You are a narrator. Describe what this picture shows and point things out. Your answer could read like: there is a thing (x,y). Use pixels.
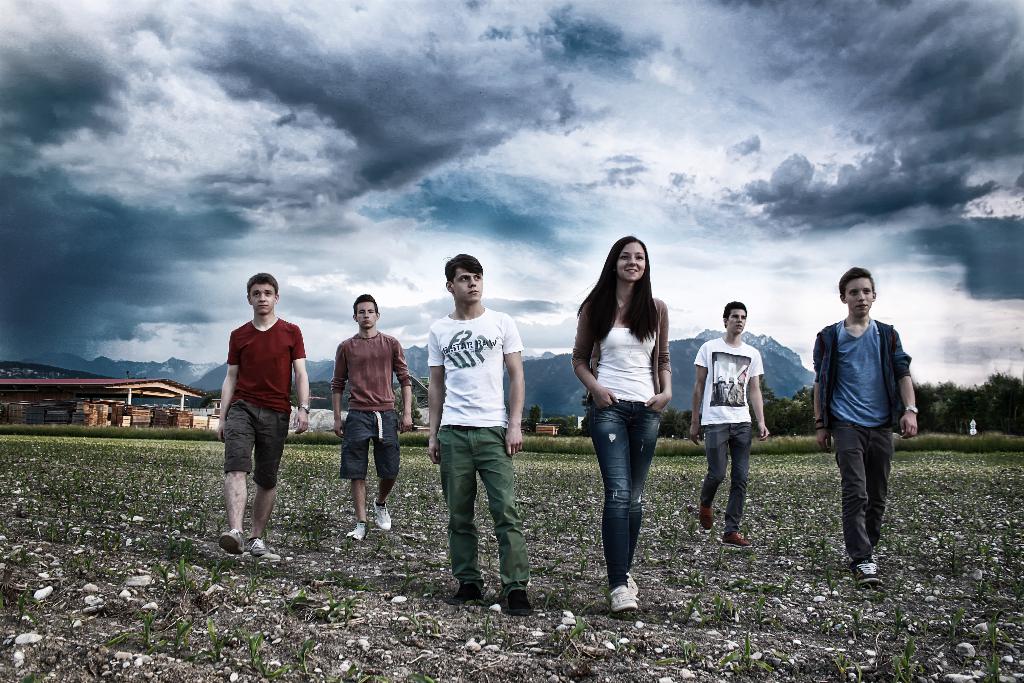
There is a group of persons (660,337) walking on the ground (408,571) as we can see at the bottom of this image (330,556). There are some trees (664,422), a shelter (157,384), and some mountains (136,369) in the background (525,375). There is a cloudy sky (448,204) at the top of this image (441,134).
